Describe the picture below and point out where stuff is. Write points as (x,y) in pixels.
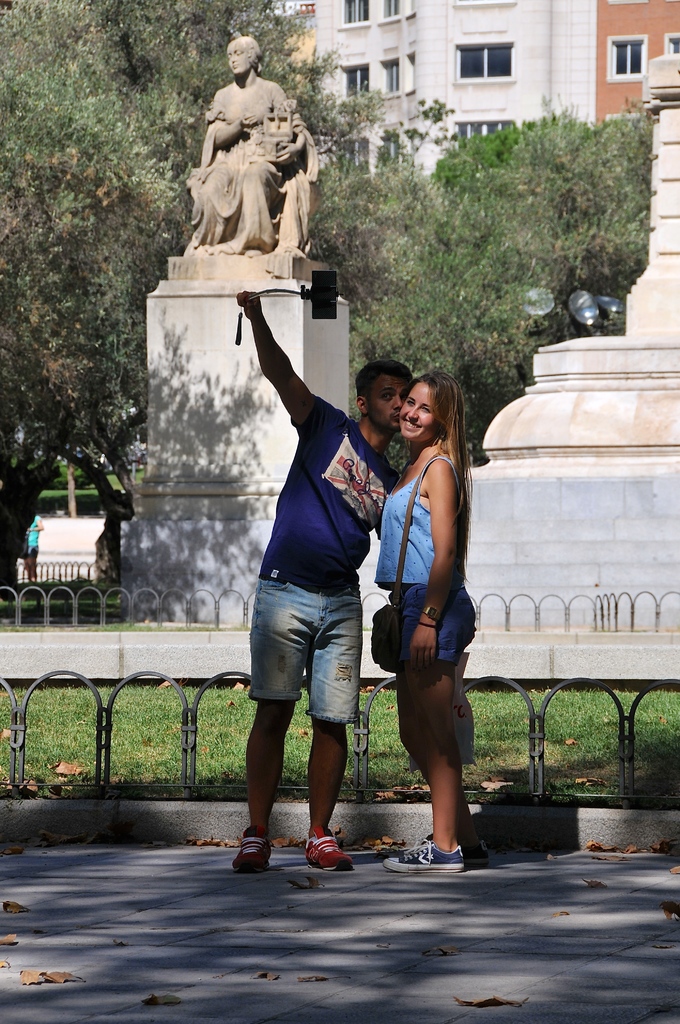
In this image I can see two people (308,639) with blue color dress (309,563). I can see one person (320,549) is holding the camera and another person (412,590) wearing the bag (392,634). In the background (296,327) I can see the railing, persons statue (222,191), many trees (485,202) and also the building (530,59) with windows (635,41).
